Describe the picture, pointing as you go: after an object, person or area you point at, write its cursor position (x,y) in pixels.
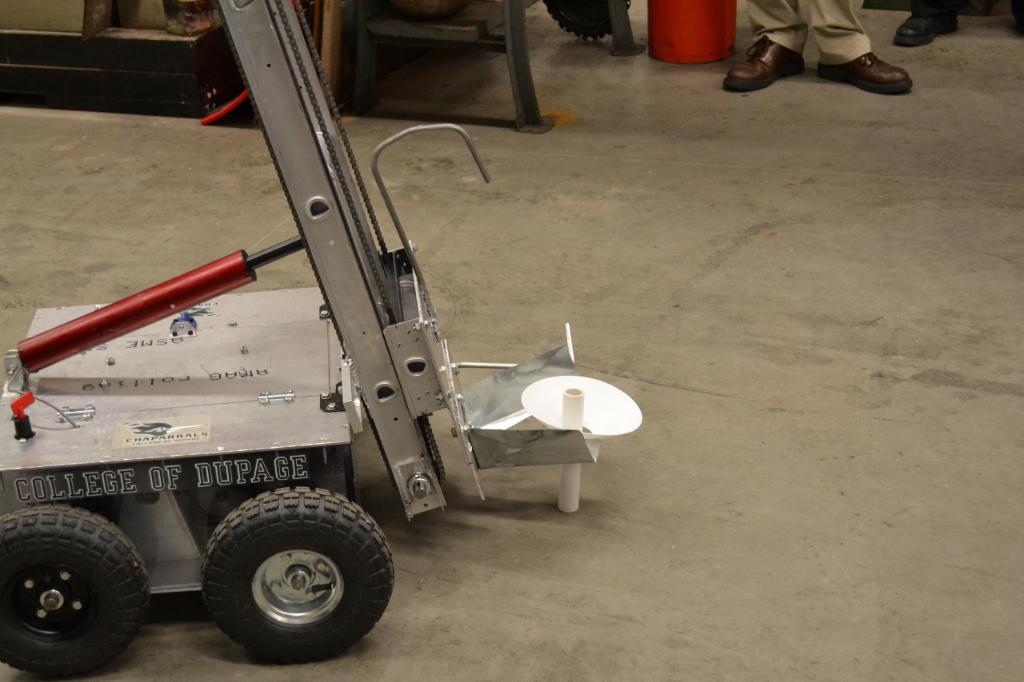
There is a vehicle (343,400) with something written on that. In the back (786,30) we can see a person legs (756,30) and some other items (455,37).
